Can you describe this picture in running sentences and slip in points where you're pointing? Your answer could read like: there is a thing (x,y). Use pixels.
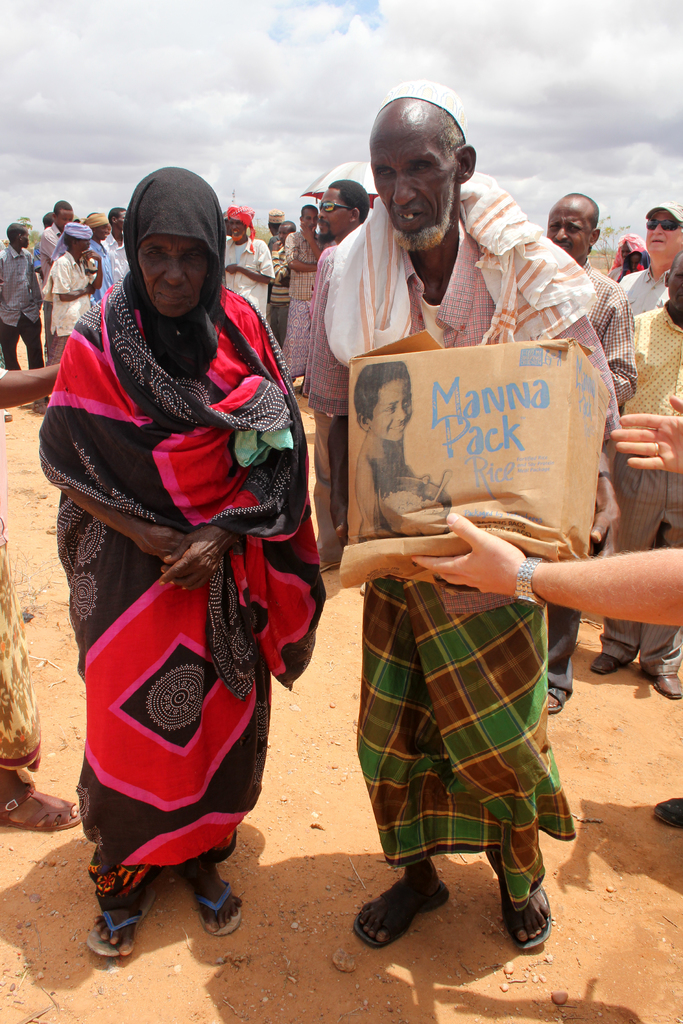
In this image, I can see a group of people (171,216) standing. On the right side of the image (644,594), I can see a person's hand (497,558) holding a cardboard box (488,440). In the background (375,98), there is the sky (375,98).
